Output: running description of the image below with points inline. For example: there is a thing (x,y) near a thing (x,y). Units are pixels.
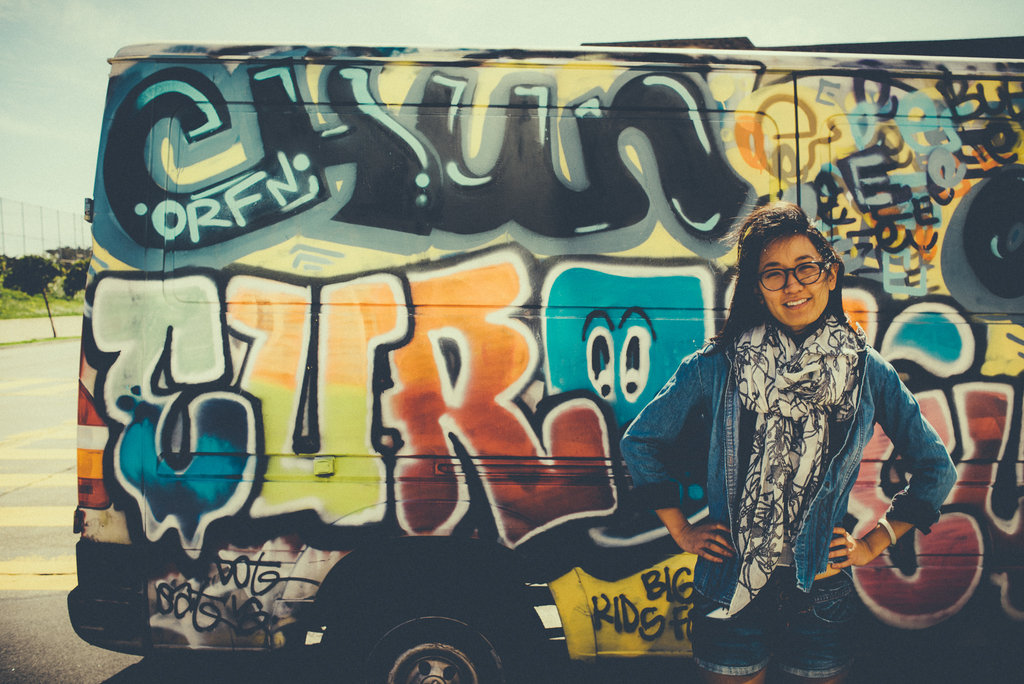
In this picture we can see the woman (785,543) standing in front (776,591) wearing denim jacket (714,449) and muffler (800,439) in the neck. Behind we can see the spray painted van (358,498). In the background (33,437) there is a ground (28,410) and trees (67,276).
